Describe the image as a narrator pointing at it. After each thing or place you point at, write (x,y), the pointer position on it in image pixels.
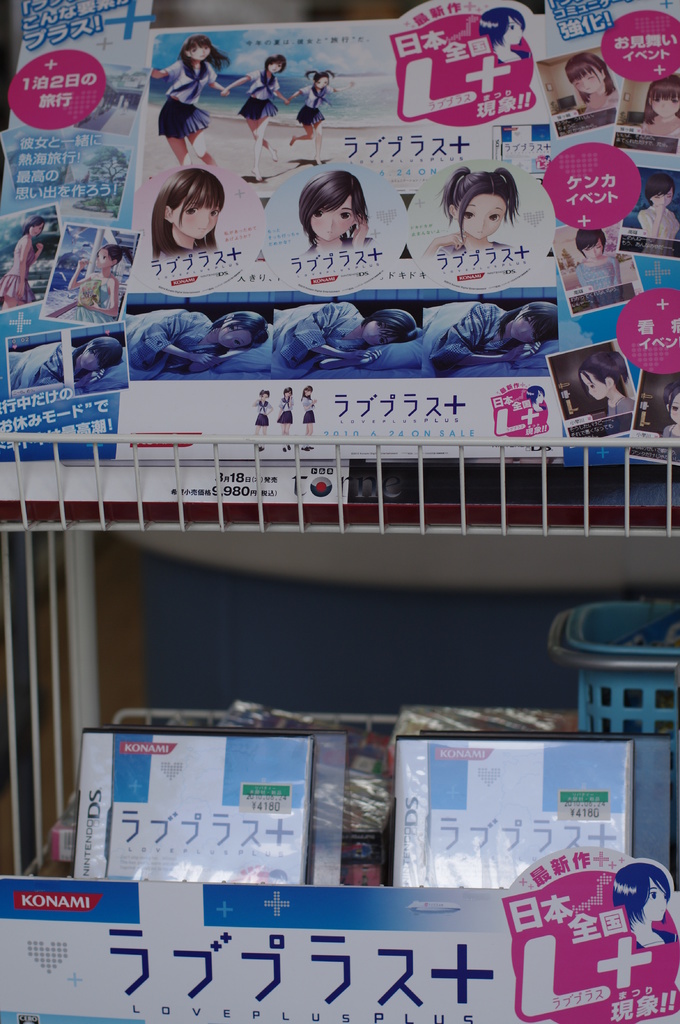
In the picture there is a shelf (73,625), there are many posters (353,104) present with the text (237,493).
